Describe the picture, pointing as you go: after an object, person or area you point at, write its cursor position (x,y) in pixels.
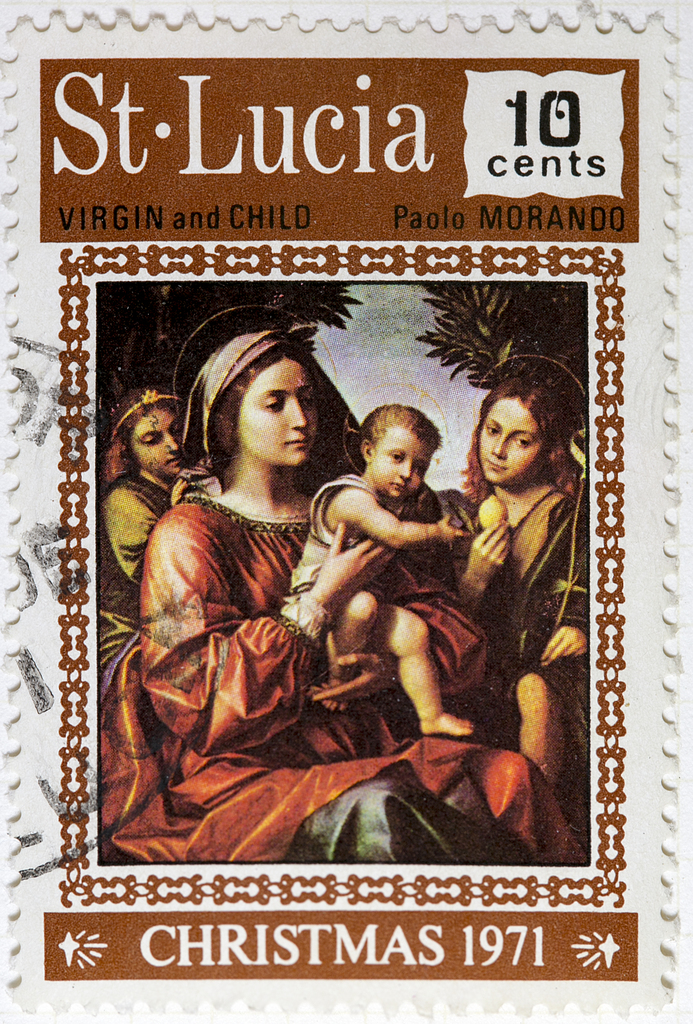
This is the image of a stamp (43,965) with some text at top (574,119) and bottom. There is a woman (439,773) holding a kid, and two other people (493,576), trees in the background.
